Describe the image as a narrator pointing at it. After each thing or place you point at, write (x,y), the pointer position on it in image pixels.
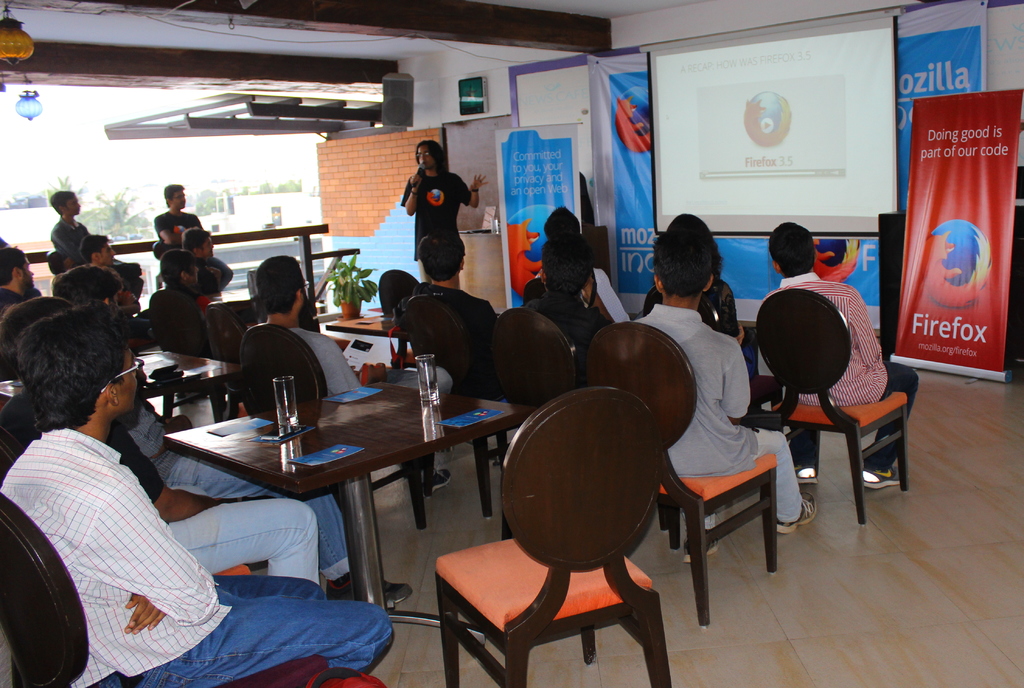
This picture is clicked inside a room (941,529). There are people (784,440) sitting on chairs (65,576) at the table (241,463). On the table (375,431) there are glasses (437,405) and brochures (451,422). There is a man (447,215) standing and holding microphone (420,174) and addressing the crowd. In front of him there is a table (363,324) and on it there is a house plant (357,307). There is a projector board (685,122) hanging to the wall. In the room (817,160) there are boards (551,177) and banners (554,163). There are lamps (11,57) hanging to the ceiling (17,69). On the other side of the room (30,70) there is railing (283,230). In the background (206,164) there is sky (63,142).
